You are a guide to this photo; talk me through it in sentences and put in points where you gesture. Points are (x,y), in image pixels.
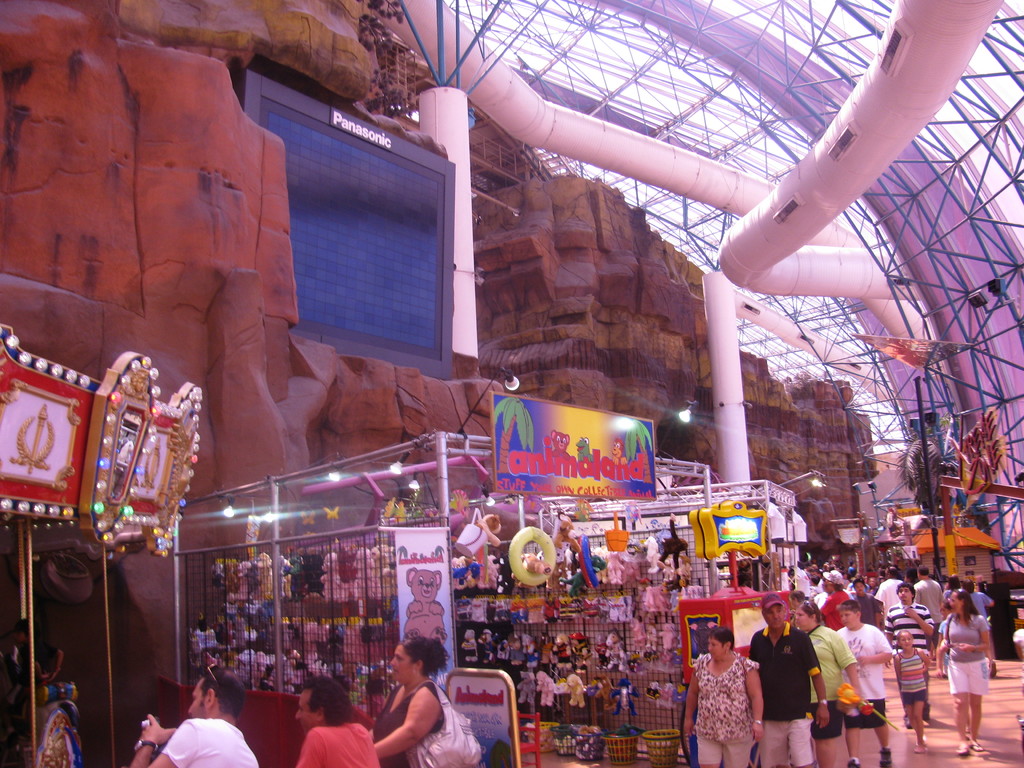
In this picture we can see some people (808,640) are walking, on the left side (334,585) there is a store (426,595), we can see teddy bears (314,579), toys (559,604) and a life tube (554,550) present in the store (469,597), there is a board (581,459) in the middle (563,464), there are some metal rods (936,259) and pipes (775,309) at the top of the picture (782,234), on the left side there is a screen (377,207), we can see some lights (684,417) in the middle (517,384).
